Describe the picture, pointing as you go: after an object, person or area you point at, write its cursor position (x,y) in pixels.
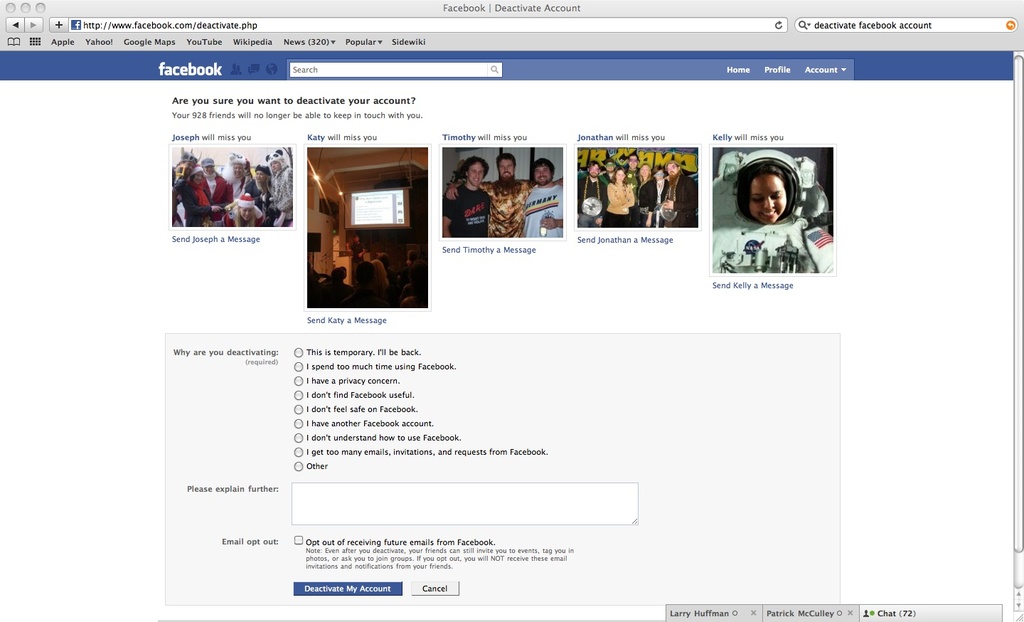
In the center of the image (508,355) we can see a web page (436,417). On the web page (206,232), we can see a few people (591,221), some text (437,434) and a few other objects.
